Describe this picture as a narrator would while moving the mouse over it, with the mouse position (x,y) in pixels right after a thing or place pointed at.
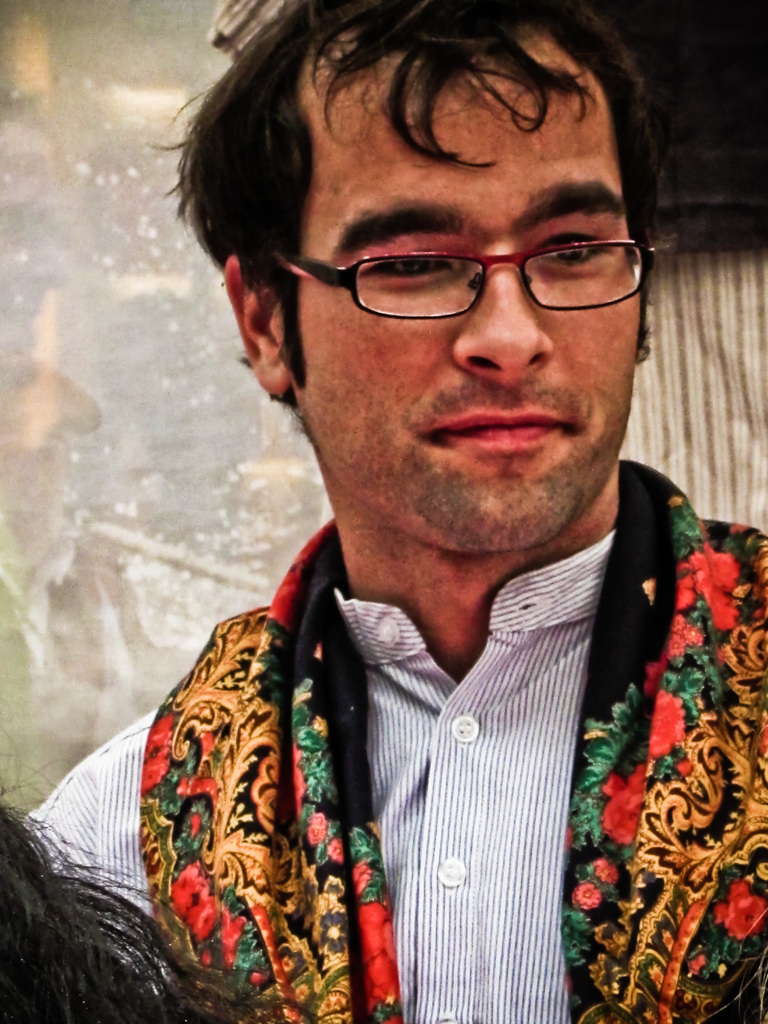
In this image we can see a man (380,319) wearing the glasses (532,272) and also the shirt (454,761). On the left (147,968) we can see some person's hair (104,902) and the background (109,223) is not clear.
